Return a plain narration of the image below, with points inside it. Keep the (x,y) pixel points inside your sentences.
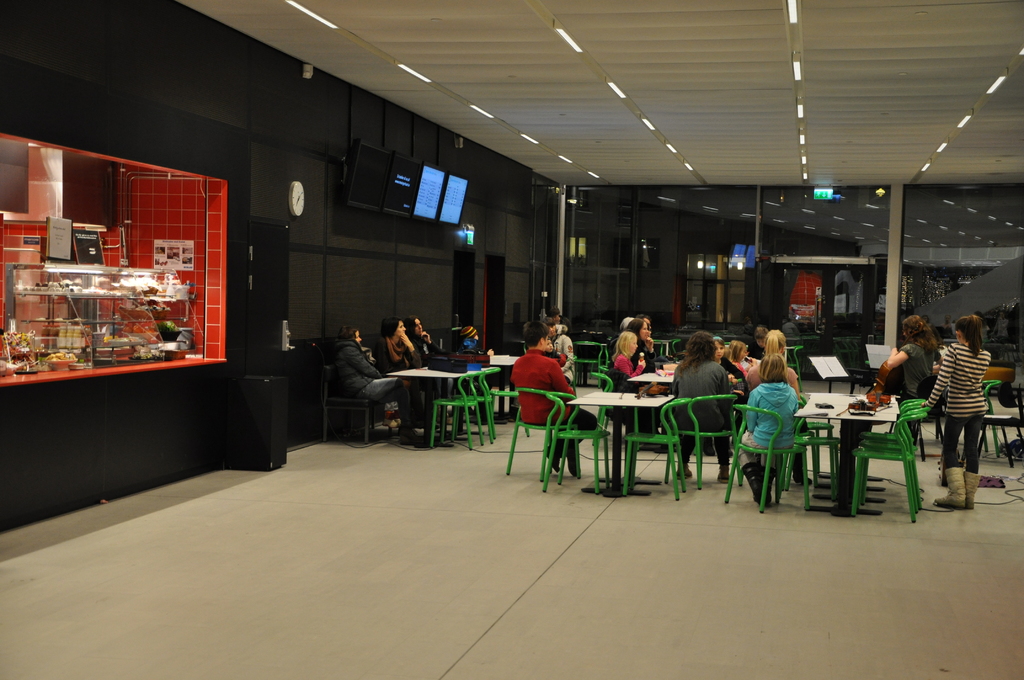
In this picture we can see a group of people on the ground (753,550), some people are sitting on chairs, some people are standing, here we can see tables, wall (402,292), televisions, clock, pillars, speakers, roof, lights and some objects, on the left side (143,442) we can see a platform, here we can see food items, bowls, poster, name boards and some objects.
